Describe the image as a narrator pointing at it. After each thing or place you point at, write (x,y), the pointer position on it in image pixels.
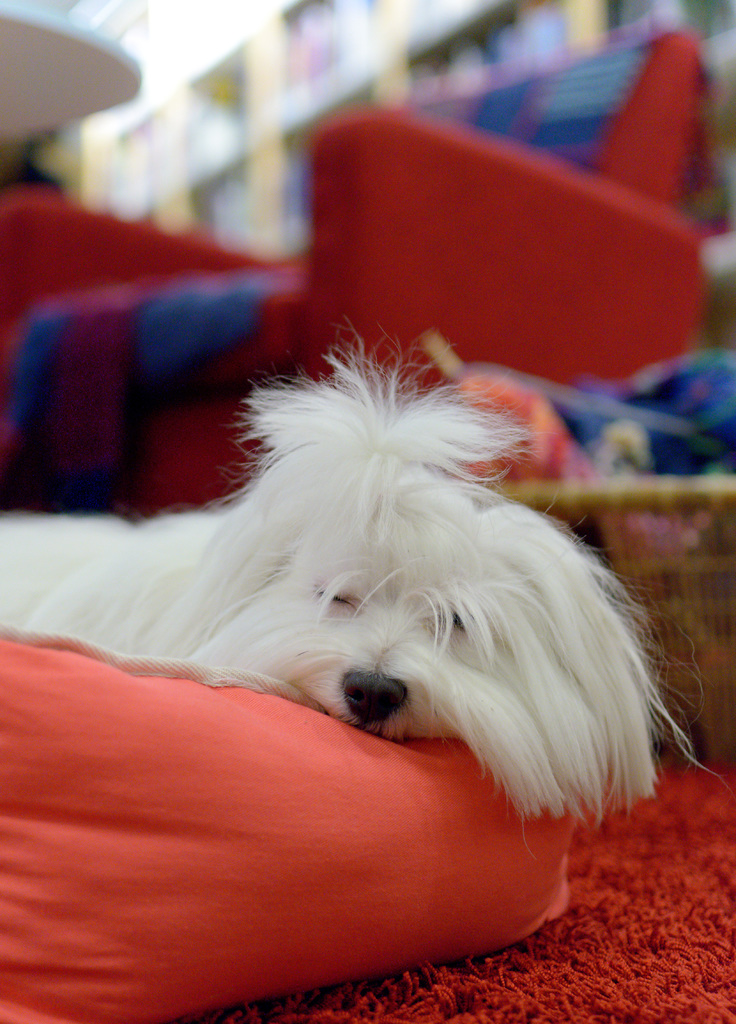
In this image there is one white color dog (318,654) is lying on one object (238,824) is on the bottom of this image (189,719) and there is a chair (285,345) in middle of this image (465,344). There is a rack (227,78) on the top of this image (377,96).
